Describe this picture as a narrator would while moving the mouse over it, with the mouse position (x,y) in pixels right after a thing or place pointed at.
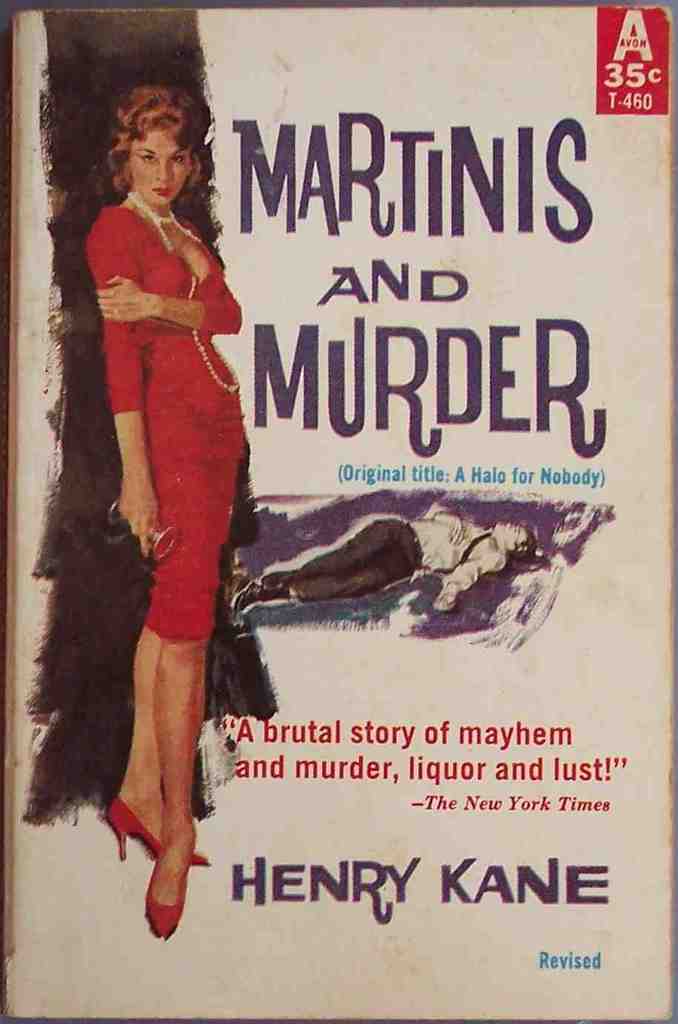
In the image it seems like a cover page (481,824) of a book (245,848), there are depictions (402,545) of two people (375,538) and beside the depictions (239,463) there are names (332,290) and some text (307,775).
